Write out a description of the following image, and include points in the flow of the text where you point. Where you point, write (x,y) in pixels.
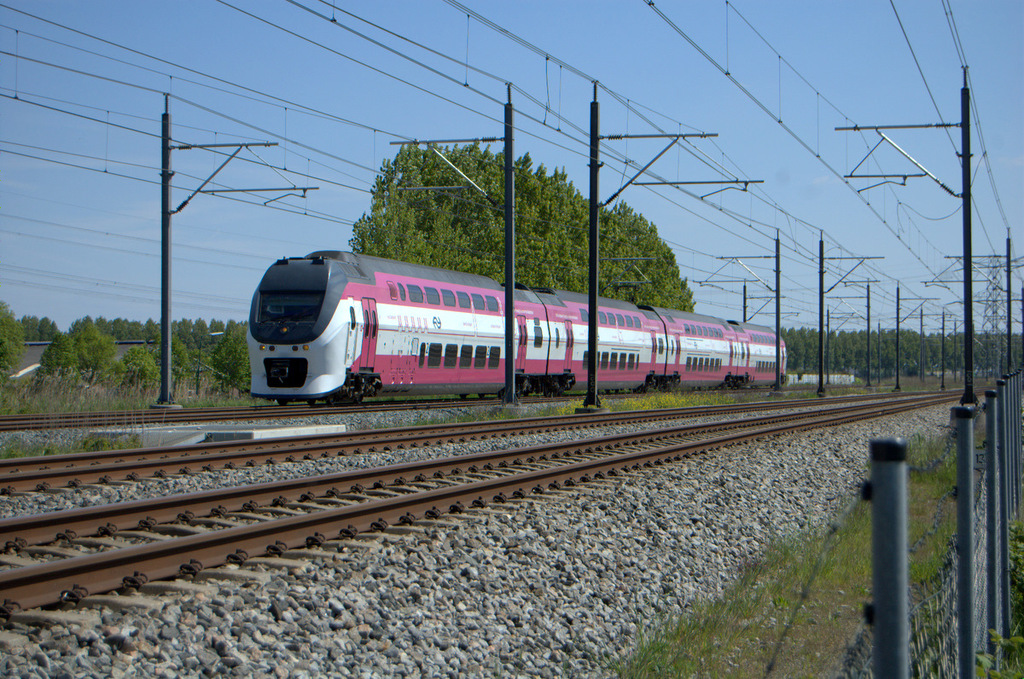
In this image we can see a train (542,347) on the track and there are poles (943,184). At the top (322,111) there are wires (746,20). In the background (521,211) there are trees (584,229) and sky (480,103). At the bottom (919,584) we can see a fence (947,552) and there are stones (668,553).
